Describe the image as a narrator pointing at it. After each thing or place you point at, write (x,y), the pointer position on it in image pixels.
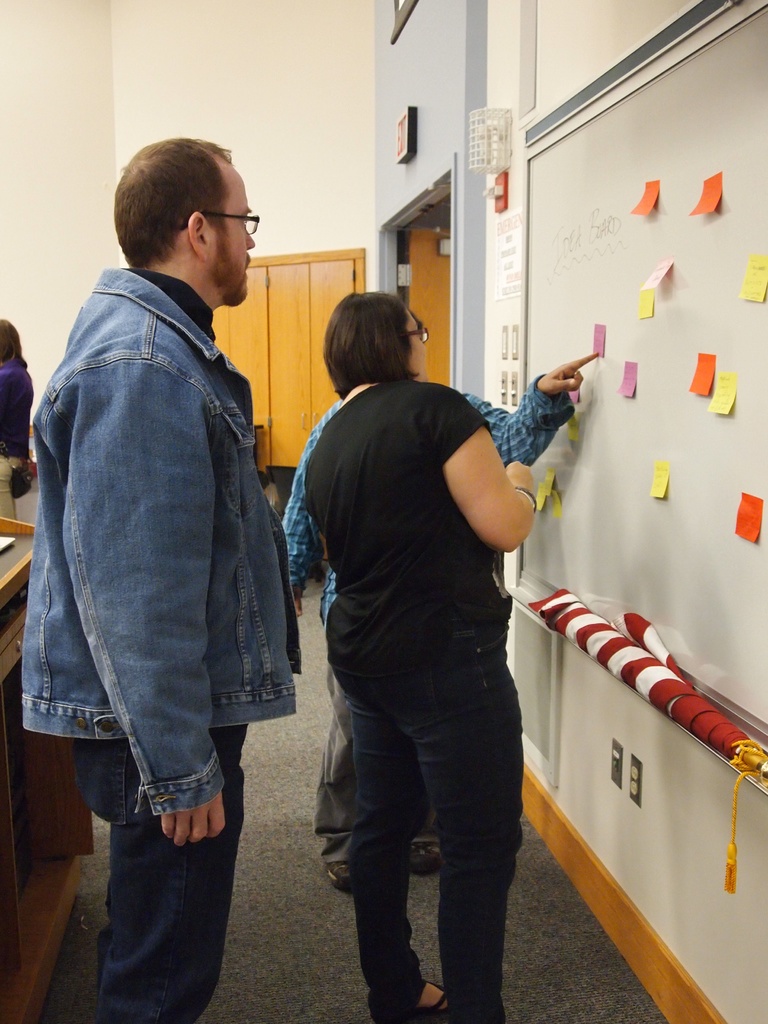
Here in this picture we can see a group of people (180,449) standing over a place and in front of them we can see a white board (708,315), on which we can see some stick notes (630,381) present and we can see cupboards (273,333) in the far and we can also see door (438,253) present and on the left side (25,557) we can see a table (17,574) with books (3,539) present.
